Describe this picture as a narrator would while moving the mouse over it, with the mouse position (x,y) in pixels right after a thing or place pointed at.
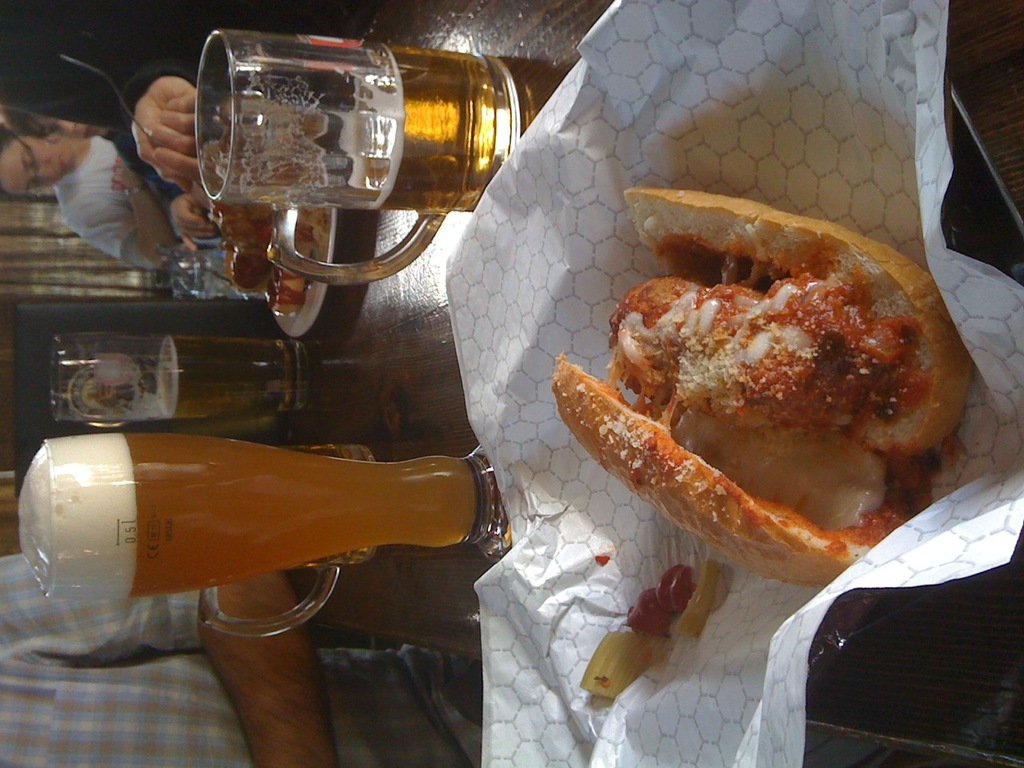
In this image we can see the beer glasses (210,363) and some food (256,209) on the table (417,277), also we can see a few people (111,228).
